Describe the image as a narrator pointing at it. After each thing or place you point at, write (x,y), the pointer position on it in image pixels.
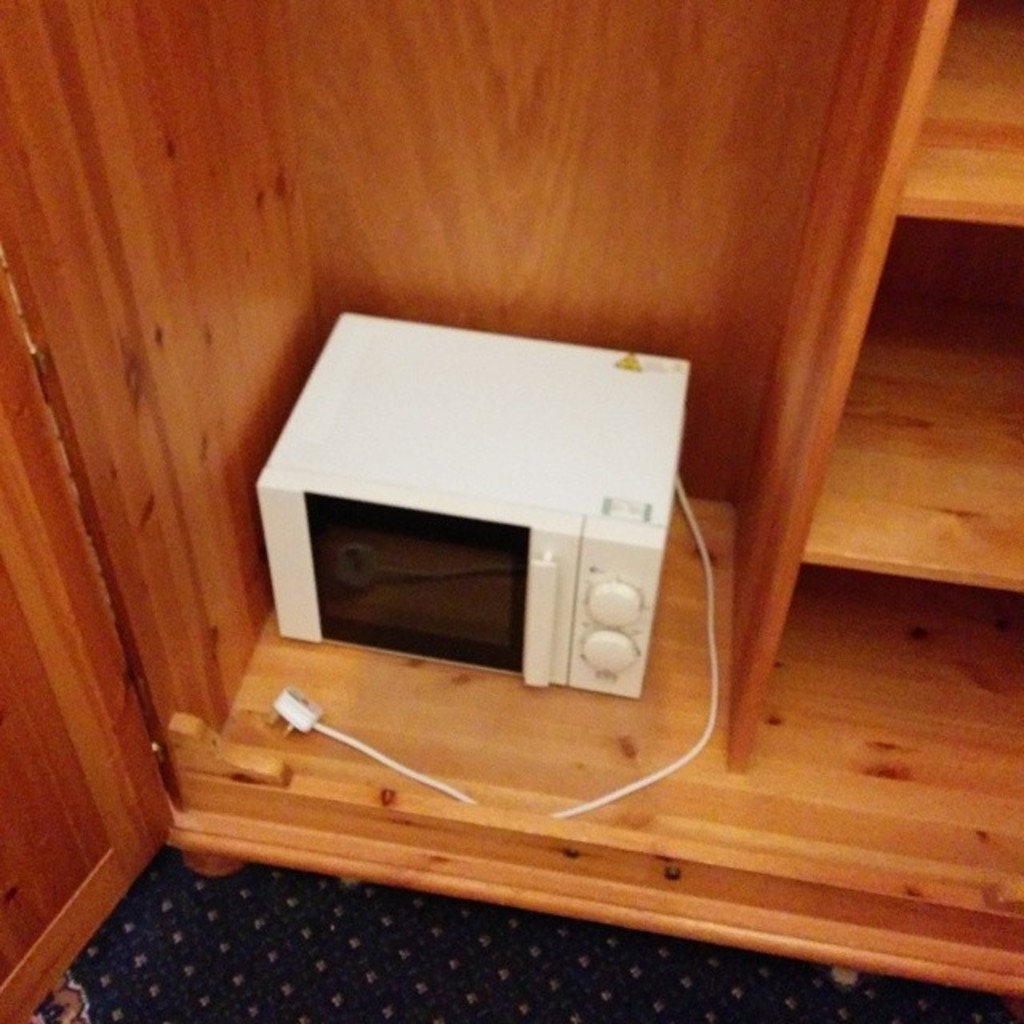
In this picture we can see oven (565,603), cable (716,674), wooden racks (737,725), door (10,887) and floor (199,924).
